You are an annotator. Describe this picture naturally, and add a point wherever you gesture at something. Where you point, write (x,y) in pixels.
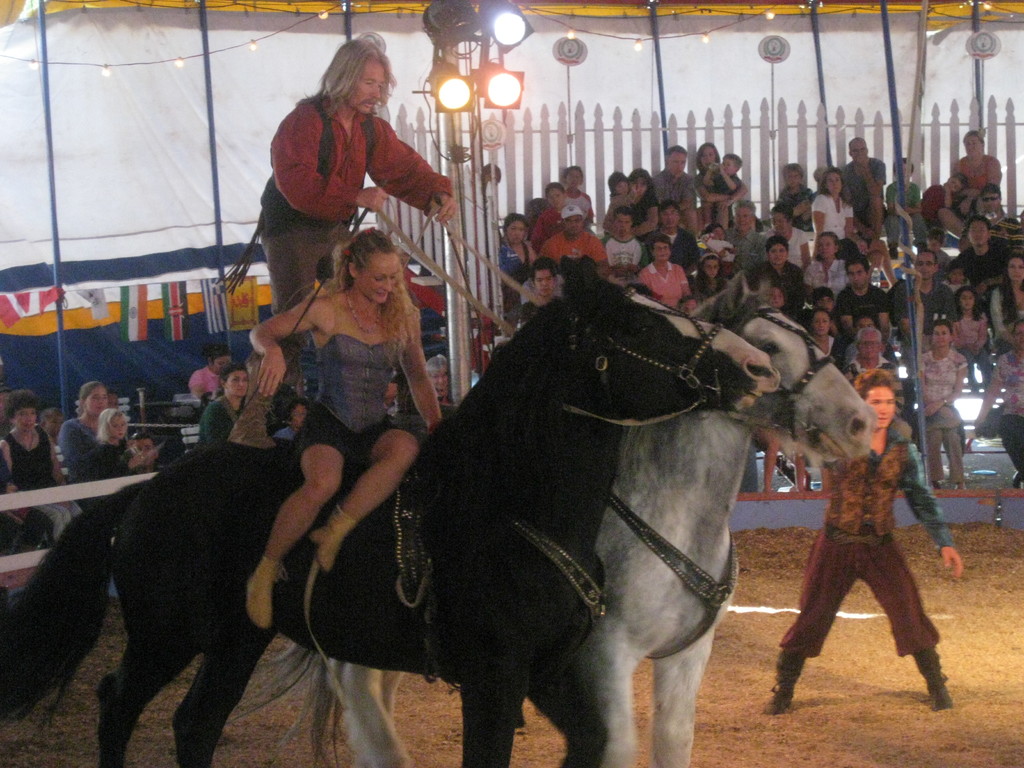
In this picture we can see two horses (444,467) and on black horse (412,472) woman (347,449) is sitting and smiling and on white horse (654,436) man (344,205) is standing holding ropes (415,252) in his hands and on ground (871,606) we can see person (839,527) standing and in the background (680,218) we can see a group of people (573,247) sitting and looking at them, fence (527,168), cloth (222,80), lights (499,90), pole (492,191), flag (181,309).
